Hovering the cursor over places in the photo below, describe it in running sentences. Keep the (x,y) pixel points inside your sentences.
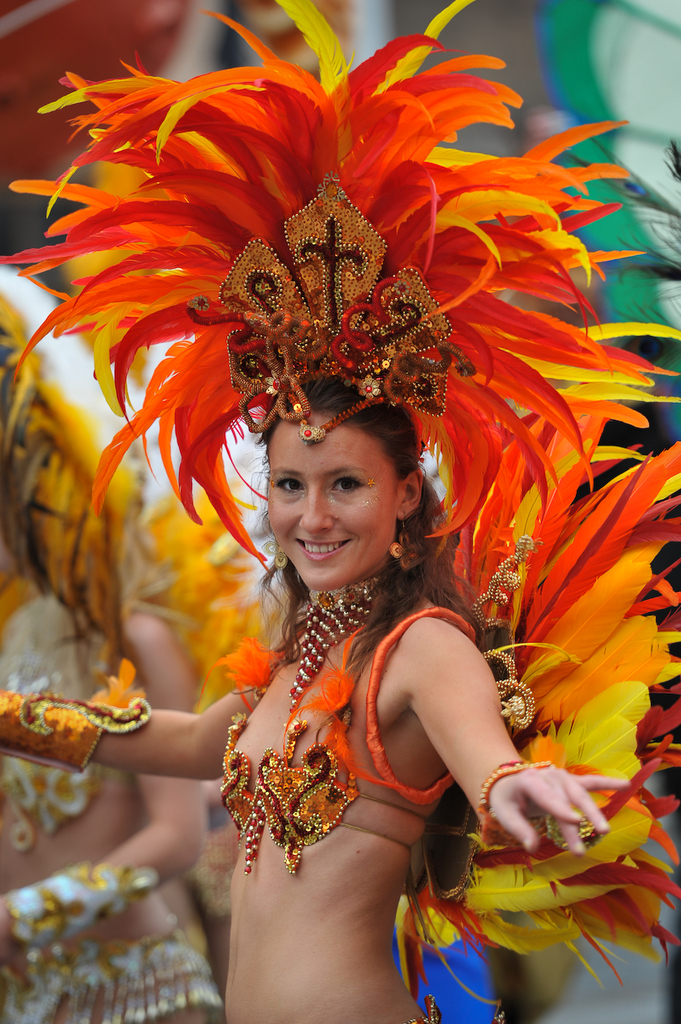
There is a woman (478,766) standing and smiling and there is an orange color object (434,296) on her head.
